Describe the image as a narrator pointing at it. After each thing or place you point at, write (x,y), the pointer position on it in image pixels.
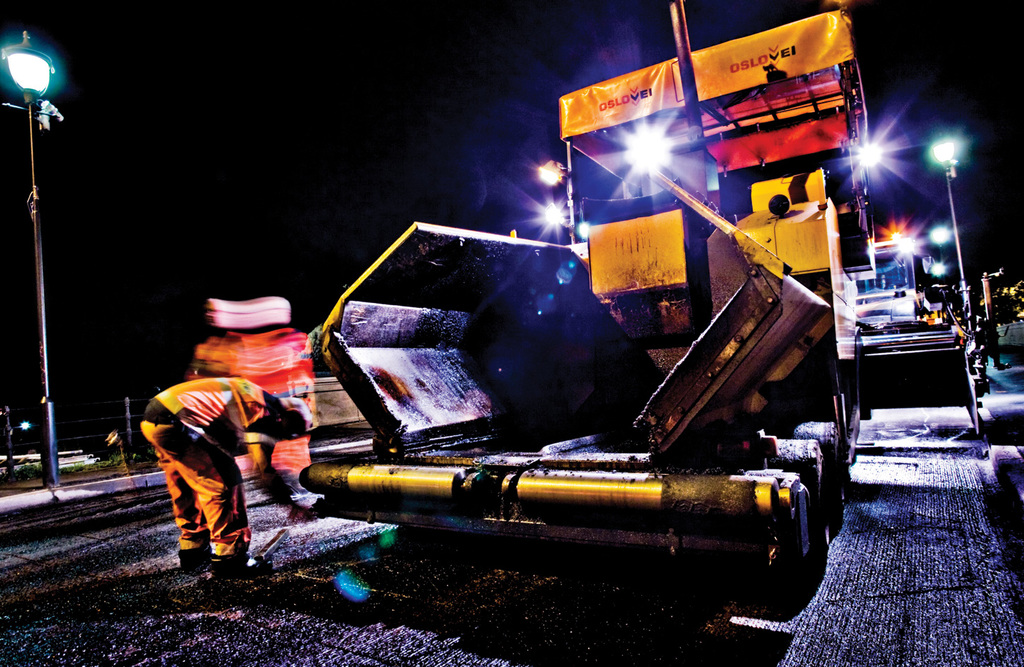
In this image we can see a person (287,469) standing beside a vehicle (644,536) which is placed on the ground (635,614). We can also see the street lamps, a fence (1,423) and some lights (10,78). On the right side (977,429) we can see a vehicle (970,374).
